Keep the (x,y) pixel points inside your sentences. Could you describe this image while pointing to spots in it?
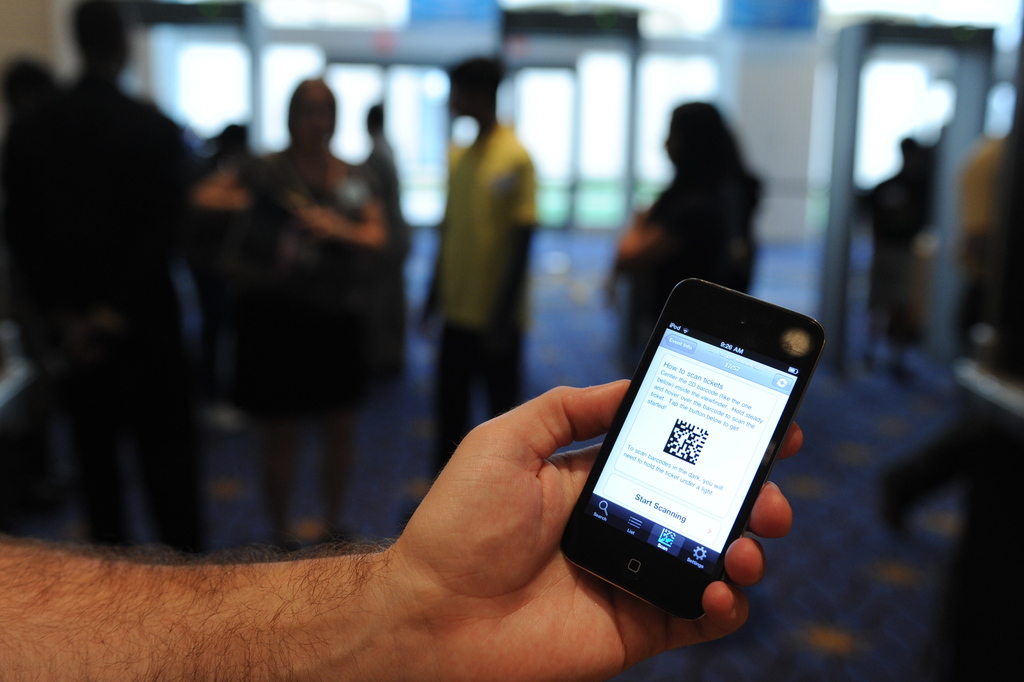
In this image we can see a person's hand (463,563) with a mobile (647,500). In the background (778,287) it is looking blur. Also we can see few people (519,171) in the background (192,434).
